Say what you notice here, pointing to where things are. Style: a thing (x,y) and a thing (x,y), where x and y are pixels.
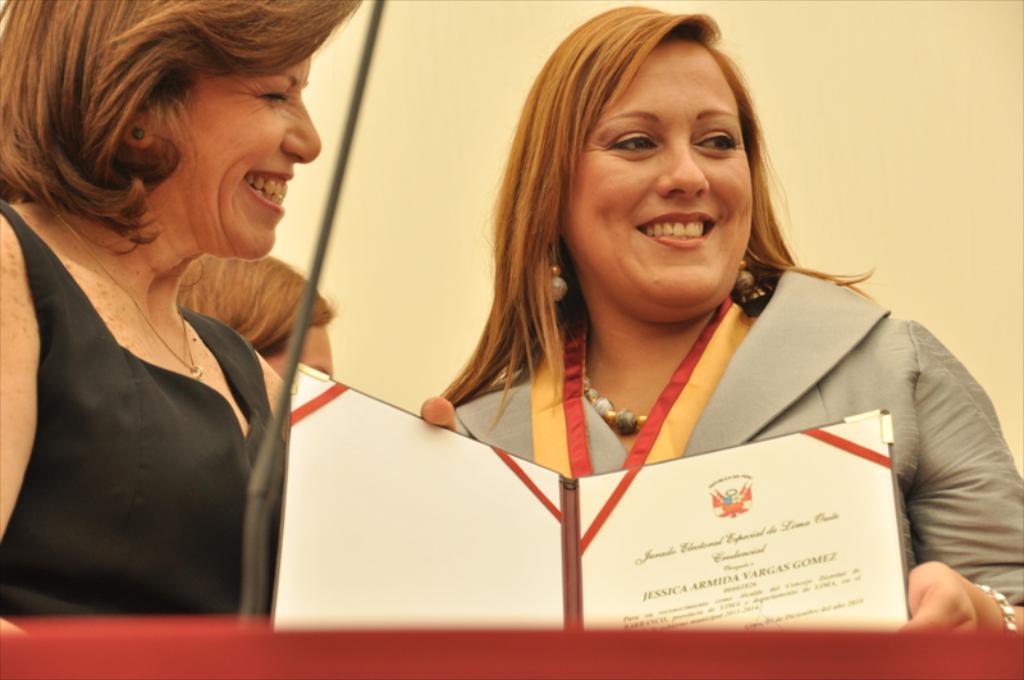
In this image there are two women (676,287) standing. They are smiling. The woman (806,307) to the right (782,367) is holding a certificate (664,574) in her hand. There is text (689,583) on the certificate (694,554). Behind them there is a wall (524,35). In the foreground (283,425) there is a rod (307,314).
